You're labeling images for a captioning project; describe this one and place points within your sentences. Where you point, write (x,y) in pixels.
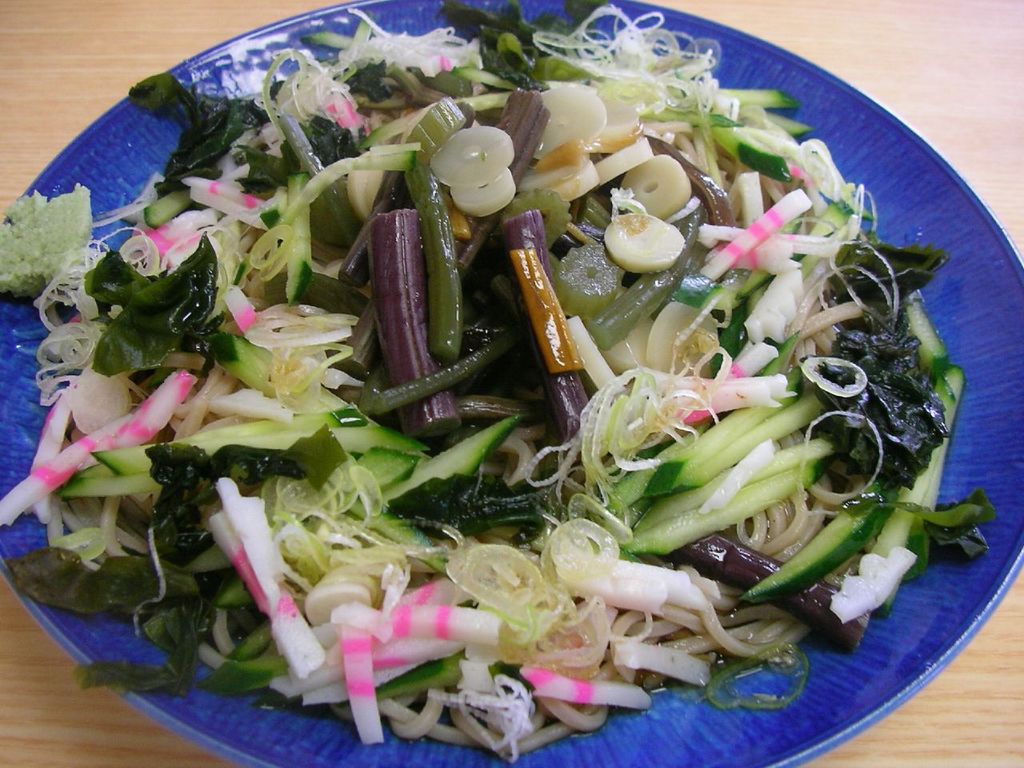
In the image we can see food items (476,580) in a plate (835,697) on a platform (69,686).
